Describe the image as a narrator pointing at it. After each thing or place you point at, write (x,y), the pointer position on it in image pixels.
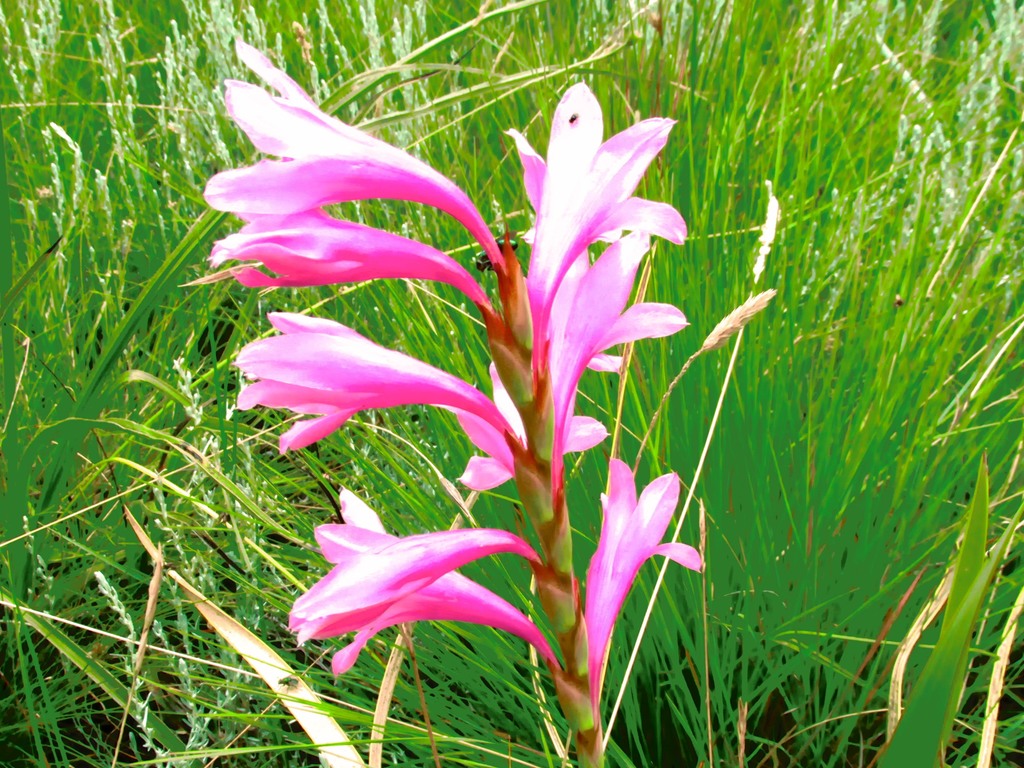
This image is taken outdoors. In the background (268,674) there is a ground (133,690) with grass (140,132) on it. In the middle of the image (654,311) there is a plant (572,553) with beautiful pink flowers (467,552).
